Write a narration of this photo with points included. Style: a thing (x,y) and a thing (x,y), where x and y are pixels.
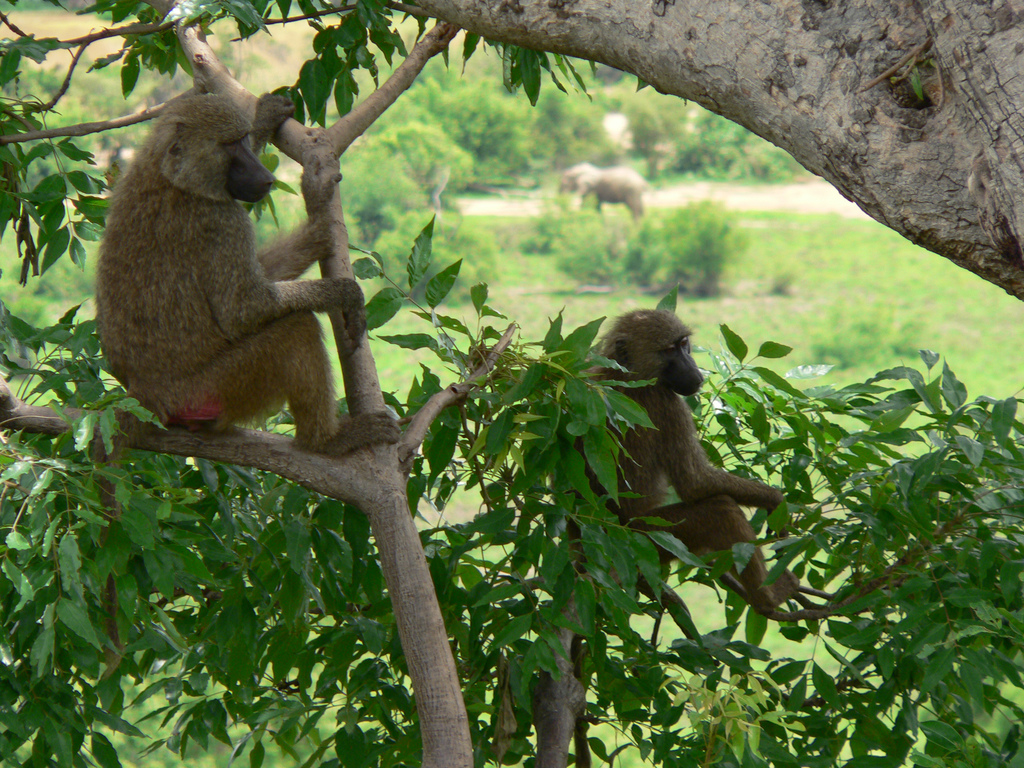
In this image we can see monkeys (711,471) on the branches (417,665). In the background (388,66) we can see grass (970,308), trees (379,242), and an elephant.
